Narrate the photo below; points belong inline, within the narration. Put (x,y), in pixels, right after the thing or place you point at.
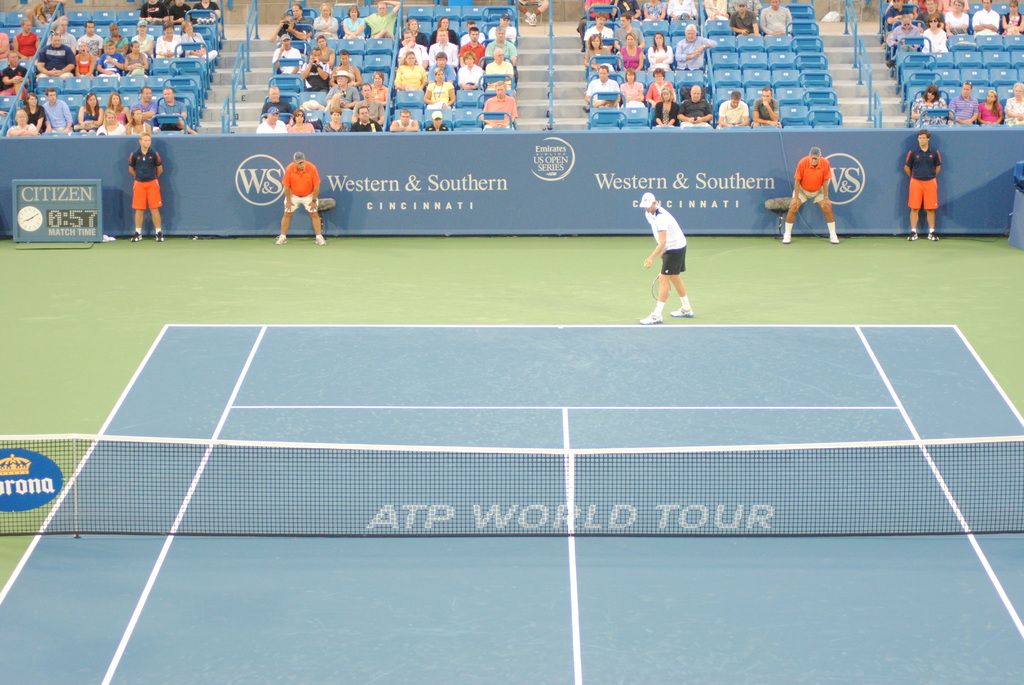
There is a tennis court (364,385) with net (509,462). A person (672,263) wearing cap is holding a tennis racket (656,286). In the back (427,182) there is a wall (453,177) with banner (443,181). Also few people (145,157) are standing. On the left side (73,187) there is a screen (34,201) with clock (24,214) and time (58,220). In the background (310,77) there are many people (122,62) sitting on chairs (761,86). Also there are steps (839,54) with railings (550,67).
